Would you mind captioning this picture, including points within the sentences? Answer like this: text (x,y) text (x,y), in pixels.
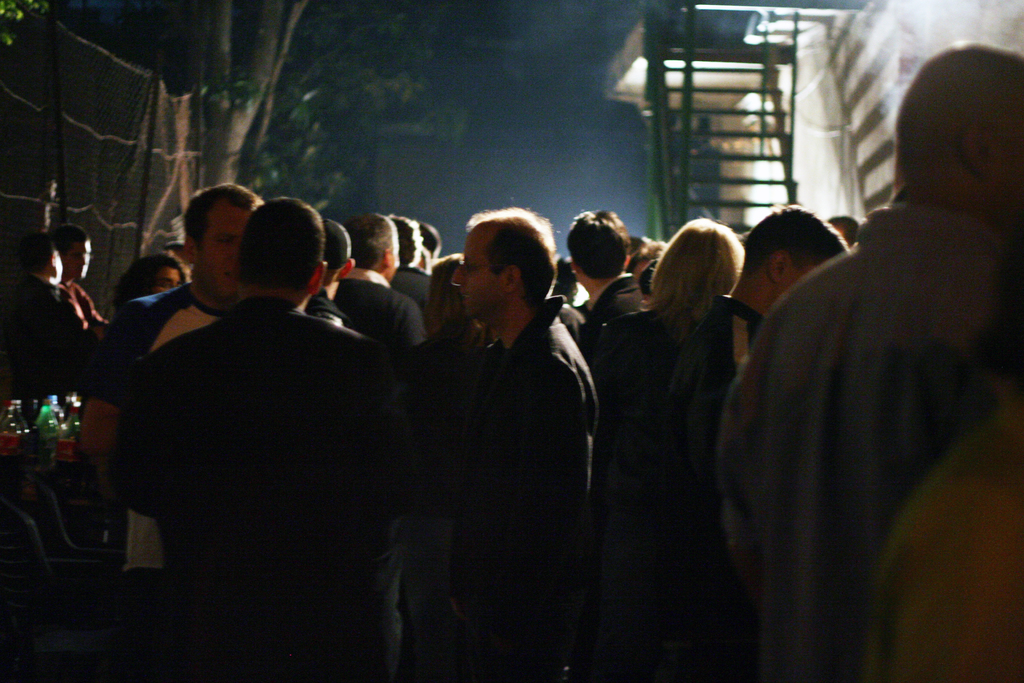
In the picture we can see a group of people (218,500) standing on the path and they are in black clothes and besides them we can see a fencing wall (108,126) and a tree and on the other side, we can see a building wall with some steps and railing (654,201) to it. and in the background (465,169) we can see a sky (465,169) which is dark.
